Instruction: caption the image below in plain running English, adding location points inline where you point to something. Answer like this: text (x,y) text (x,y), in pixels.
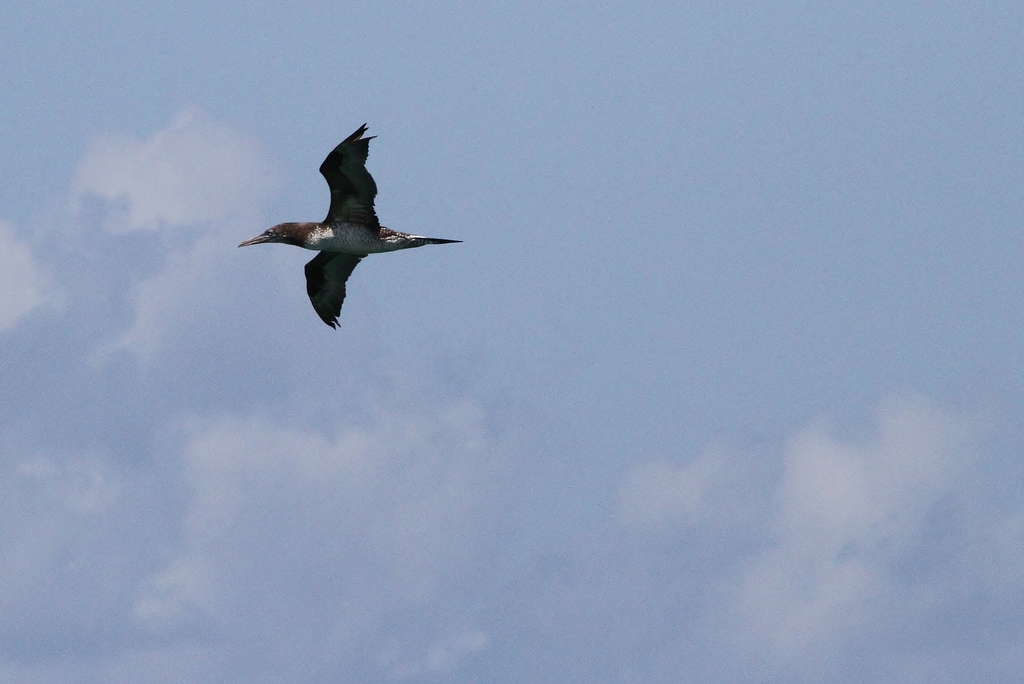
In this image, I can see the bird (367,181) flying in the sky (285,203). These are the clouds (299,469).
